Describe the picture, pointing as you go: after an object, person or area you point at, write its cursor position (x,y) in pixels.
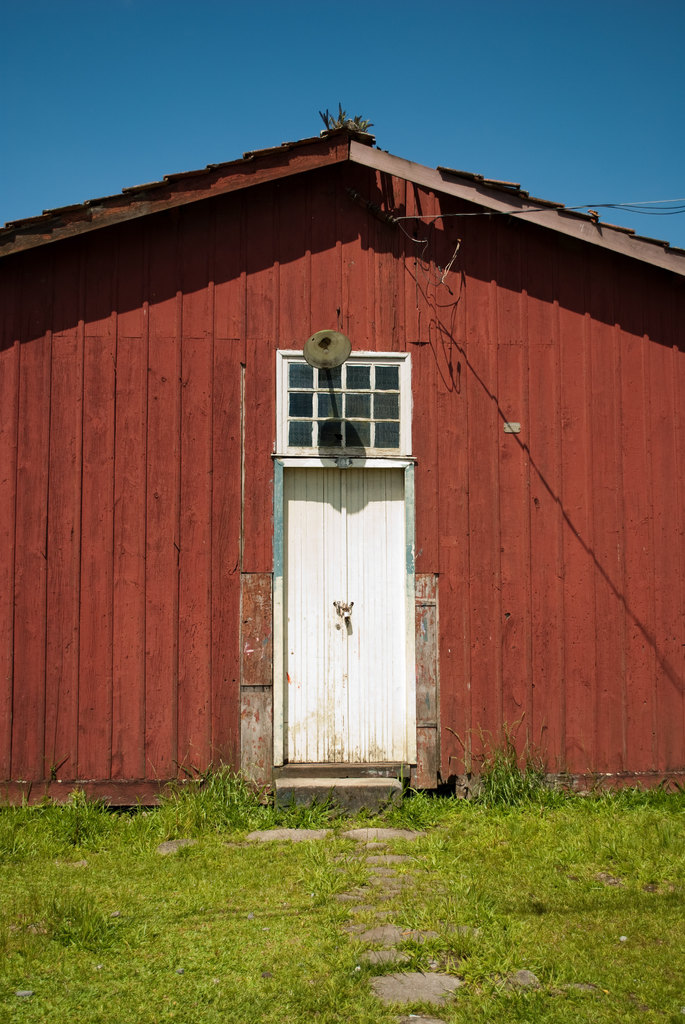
In this image there is a house (503,316), door (359,515). At the top of the image (321,117) there is sky (289,117). At the bottom of the image (250,926) there is grass (279,940).
